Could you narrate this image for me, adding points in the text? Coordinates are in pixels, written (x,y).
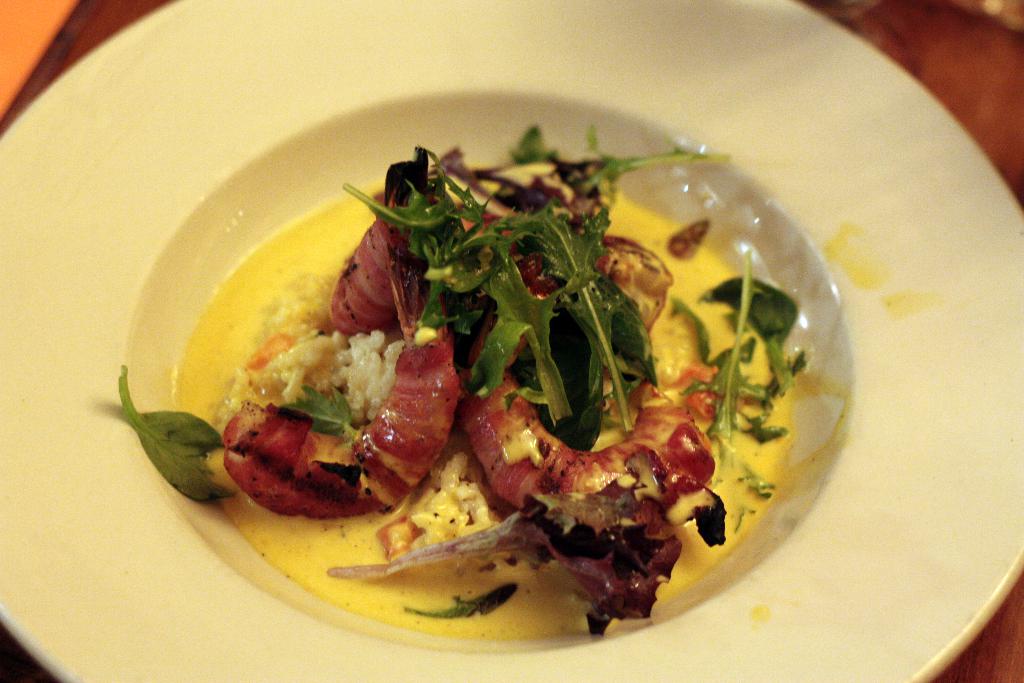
In the middle of this image (427,392), there are leaves (592,285) and other food items (244,362) arranged in a white color plate (360,59). And the background (999,91) is blurred.
